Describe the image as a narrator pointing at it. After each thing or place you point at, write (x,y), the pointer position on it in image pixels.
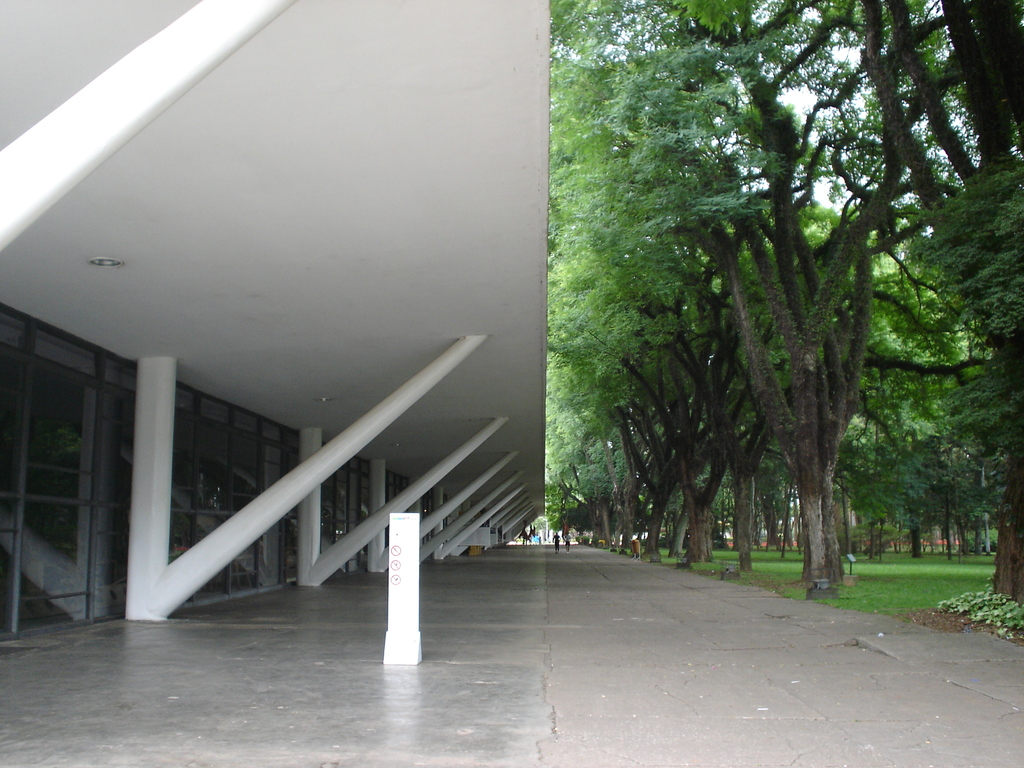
In the center of the picture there is path (659,678). On the right (793,289) there are trees (890,501), plants (977,607) and grass (923,552). On the left (219,421) there is building (344,469) and there are poles (139,494) and glasses (204,528). In the center of the background (580,507) there are people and trees (591,516).
